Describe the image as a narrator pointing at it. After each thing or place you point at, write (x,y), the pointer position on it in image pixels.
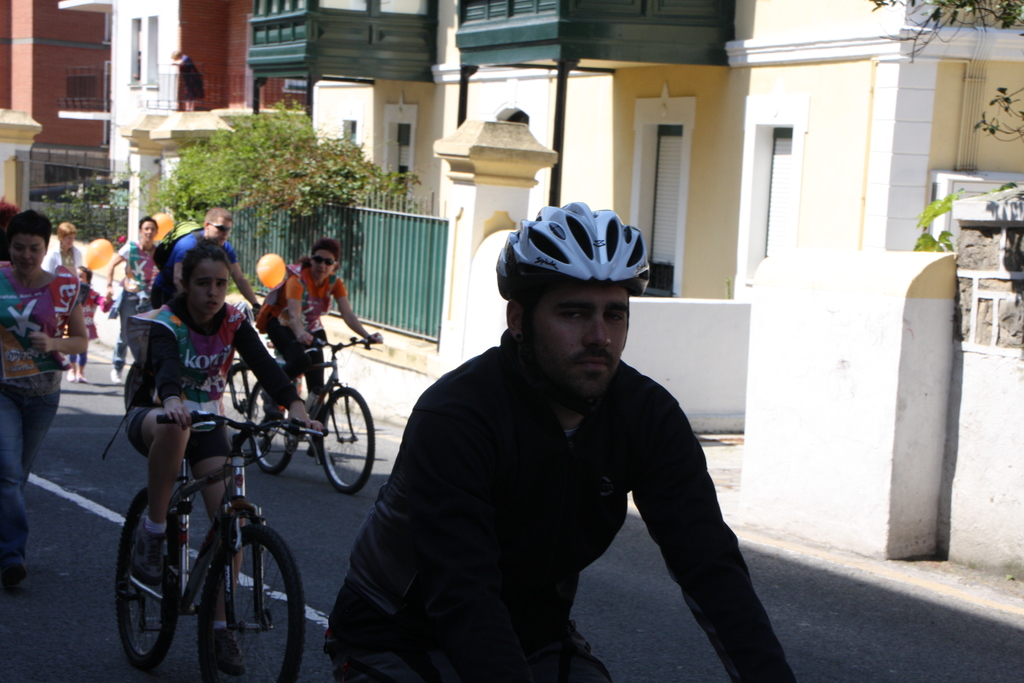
In this picture there is a man (535,453) riding a bicycle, wearing a helmet (582,270). In the background (365,402) there are some people (161,322) walking and riding bicycles (280,564) on the road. We can observe a gate (444,217), trees (270,155) and a buildings (325,75) here.
